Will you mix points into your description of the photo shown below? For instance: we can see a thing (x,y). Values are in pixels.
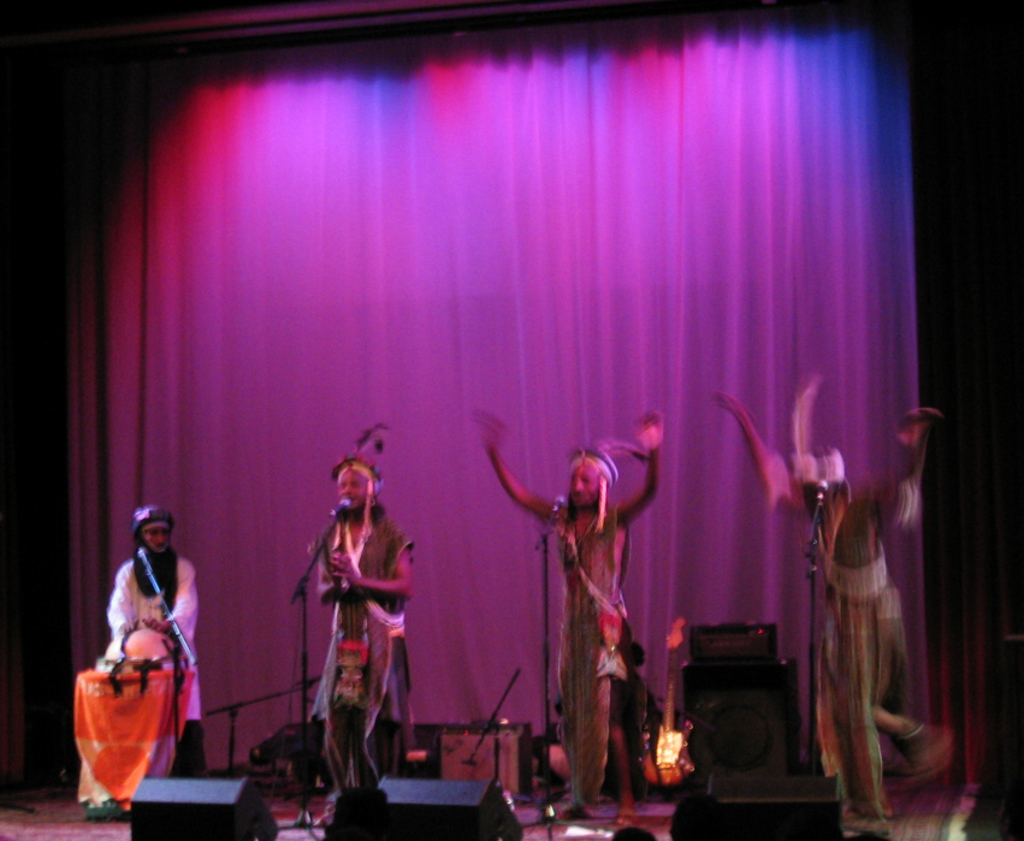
In this image in the front (752,782) there are objects (752,782) which are black in colour. In the center (556,535) there are artists (631,636) performing on the stage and there are mics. In the background (747,724) there is an object (735,694) which is black in colour and there is a curtain (529,286).
